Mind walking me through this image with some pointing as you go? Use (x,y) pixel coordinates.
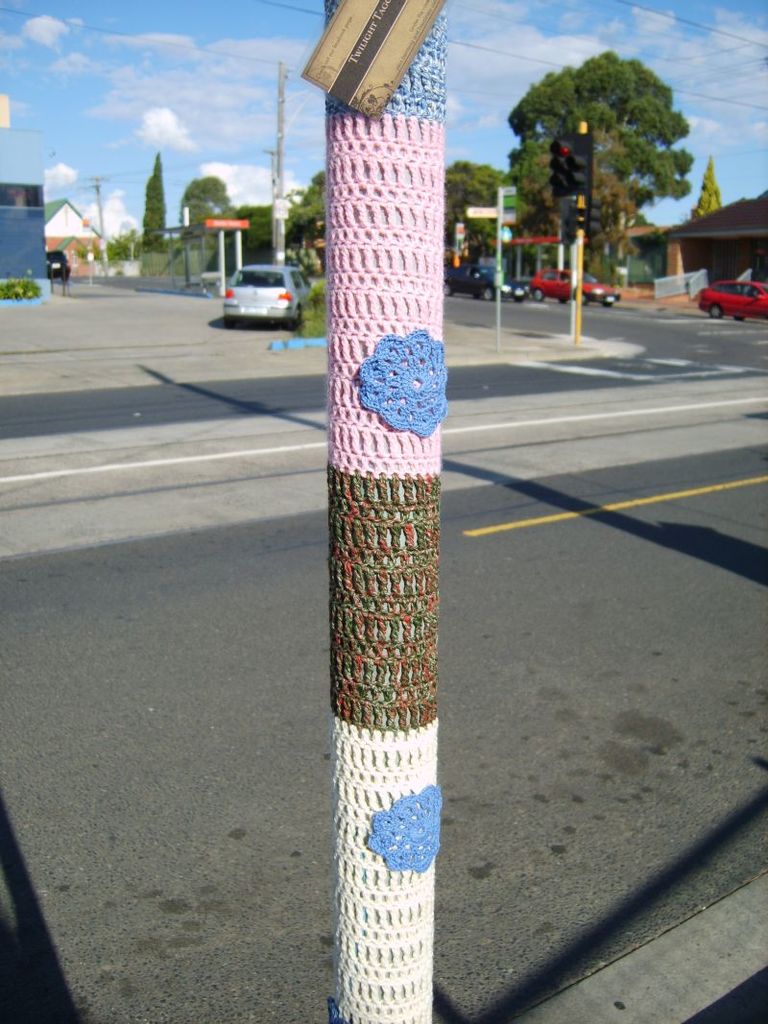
As we can see in the image there is a pole (367,573), buildings (742,216), trees (211,211), cars (236,294) and on the top (110,67) there is sky (98,63).
